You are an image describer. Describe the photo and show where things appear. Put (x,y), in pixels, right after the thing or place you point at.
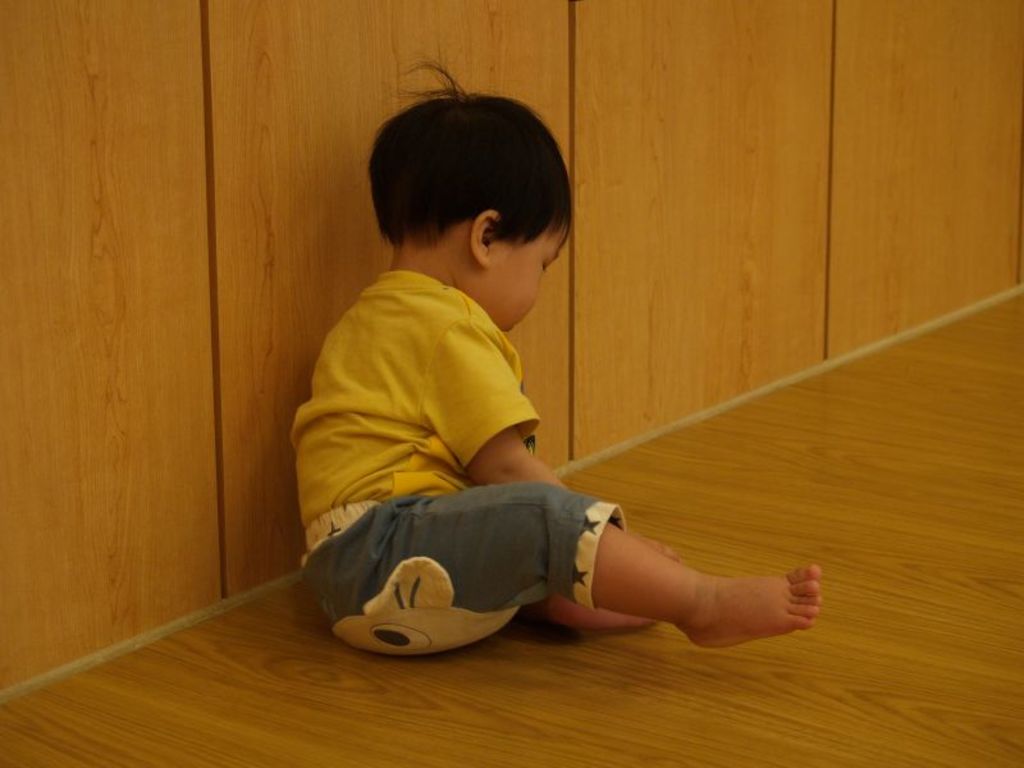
In this image we can see a boy (801,606) sitting in the middle of the image (360,407) on the floor (885,609) and we can see the wooden wall (739,247).
